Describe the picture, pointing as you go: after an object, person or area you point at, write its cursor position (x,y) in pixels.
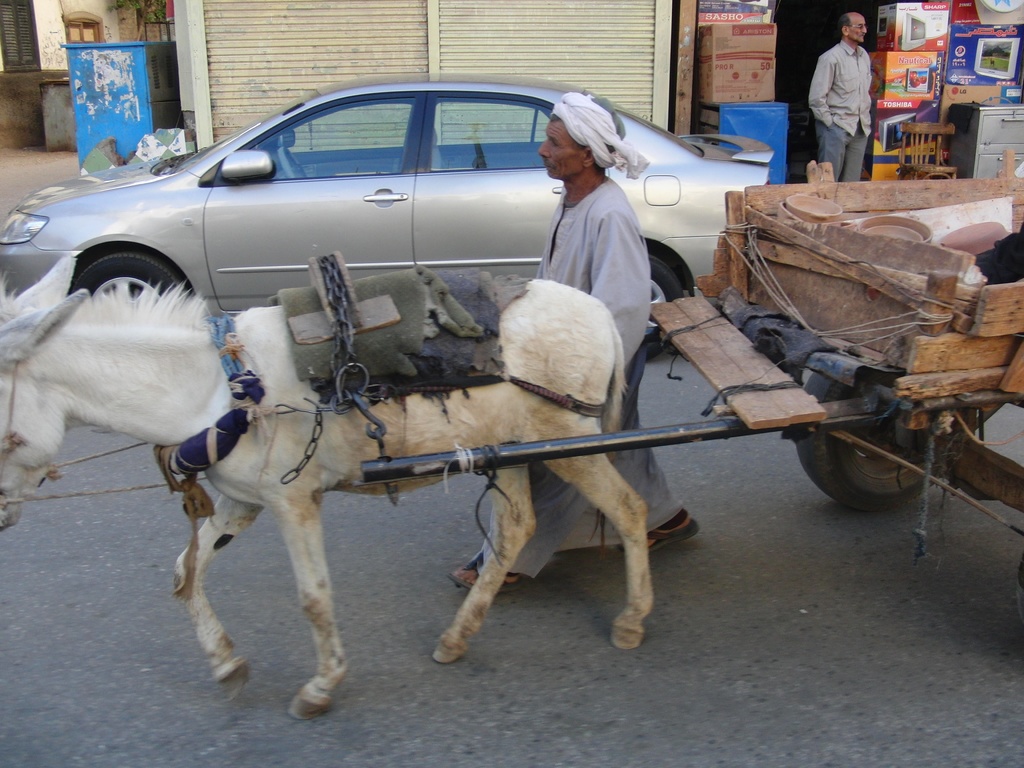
Here we can see a donkey (573,354) with cart (812,326). Beside this donkey (589,340) there is a person (577,209) and vehicle (464,123). These are stores (619,65). Here we can see cardboard boxes (733,40), chair (907,127) and person (850,103). These are windows (34,45).
